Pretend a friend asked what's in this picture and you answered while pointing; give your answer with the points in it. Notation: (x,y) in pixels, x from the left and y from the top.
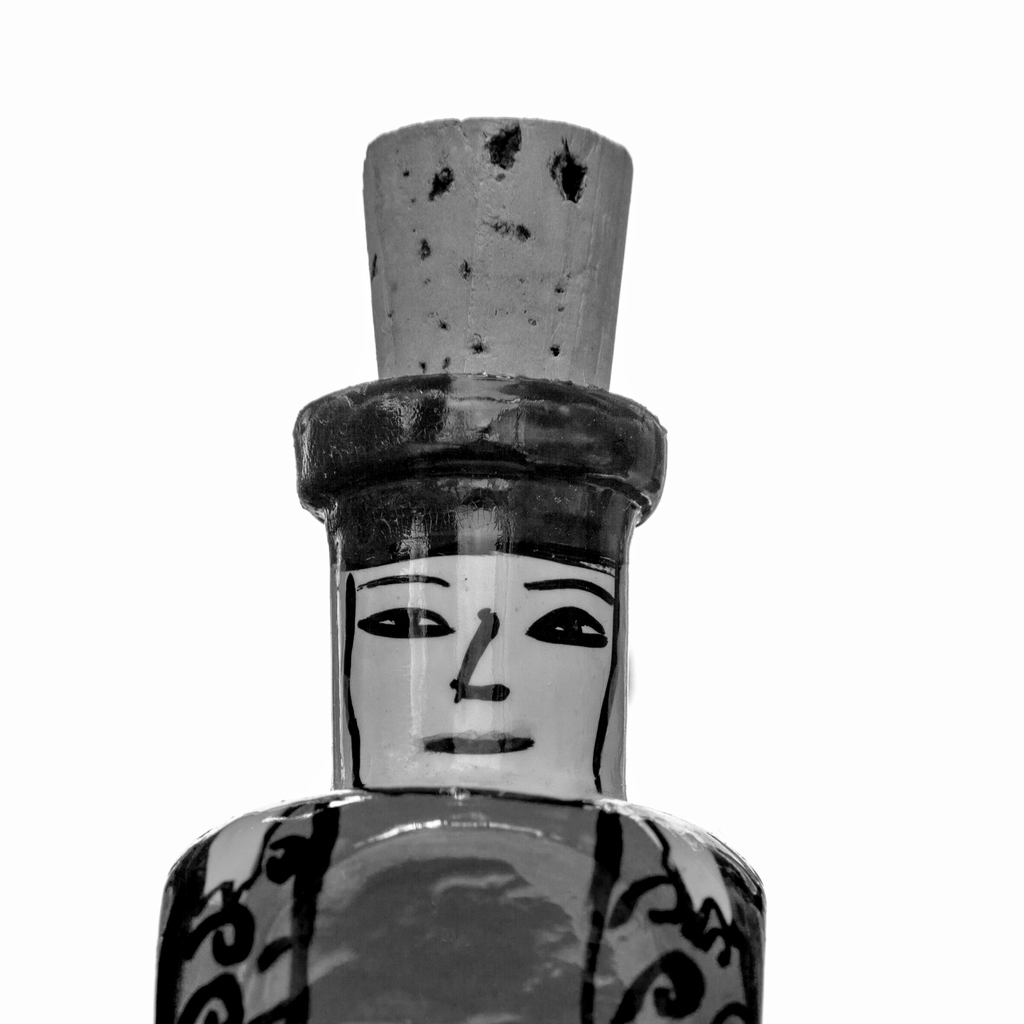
In the center of the image (523,587), we can see a toy (425,693).
